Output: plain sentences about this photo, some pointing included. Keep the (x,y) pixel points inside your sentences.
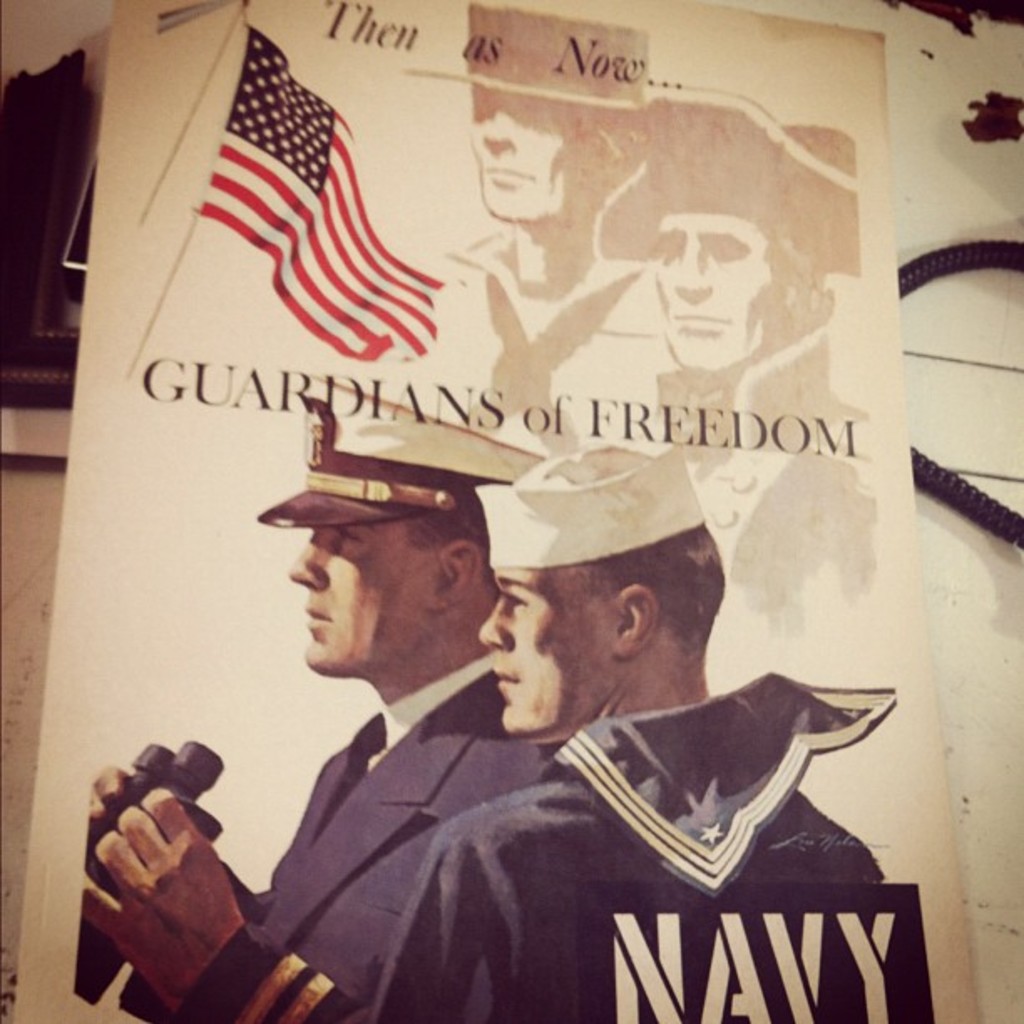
In the image there is a poster (130,779) with four people (550,270), flag (362,225) and something written on it. At the right corner of the image (970,262) there is a black color telephone wire (961,479).
